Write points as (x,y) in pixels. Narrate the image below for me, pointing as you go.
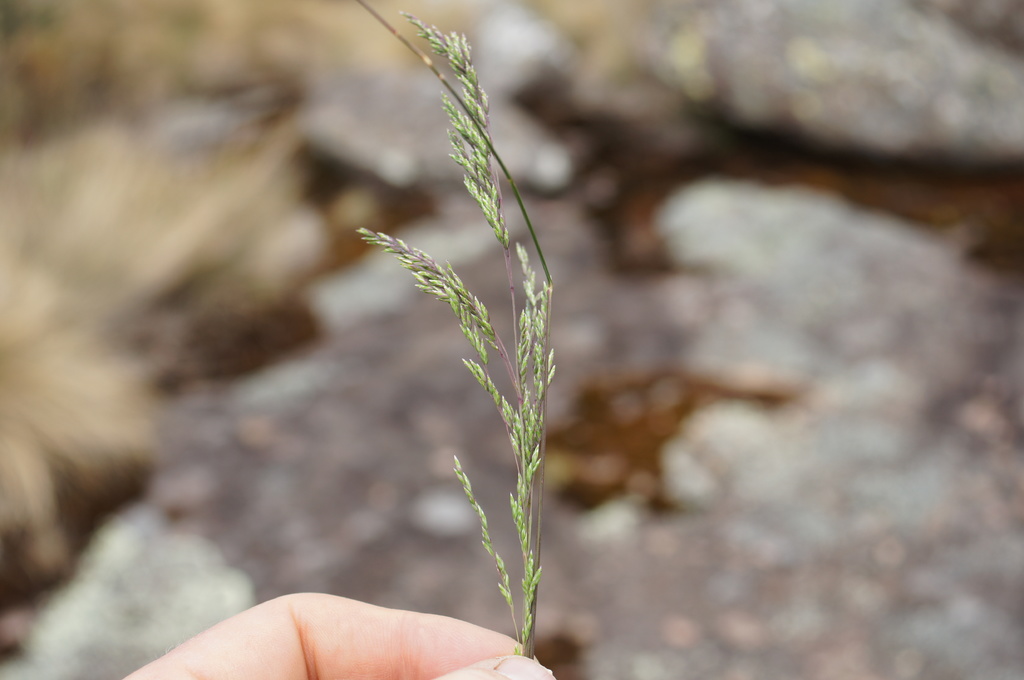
A human hand (152,675) is holding a grass (504,234) and this is the stone (938,395).
